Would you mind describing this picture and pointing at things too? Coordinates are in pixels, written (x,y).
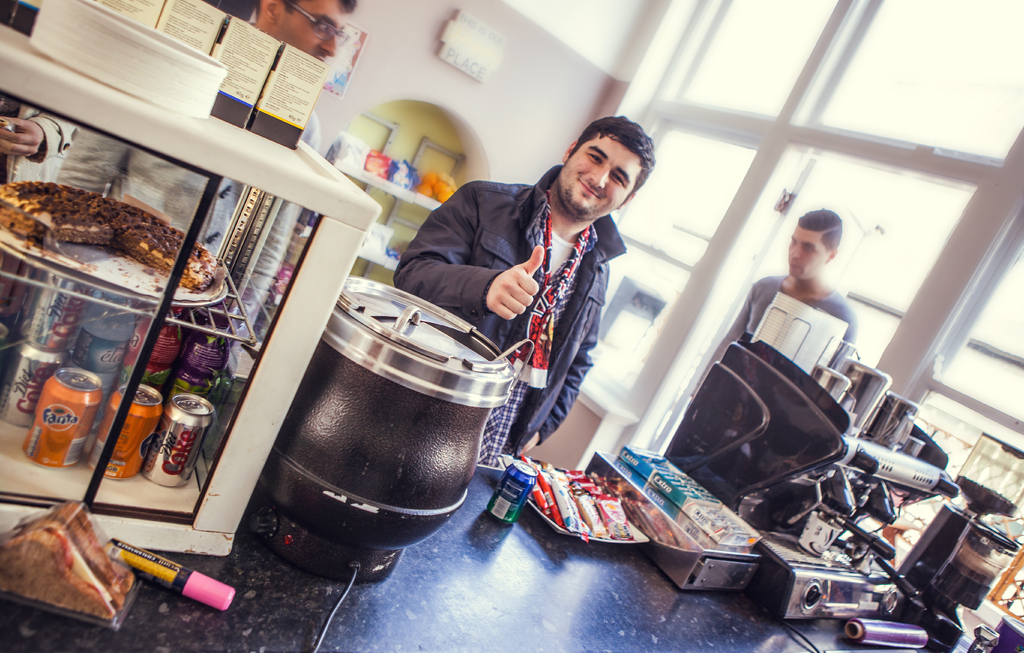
In this picture there is a table (372,618) at the bottom side of the image (577,552) and there are vending machines (728,476) on it and cool drinks (188,338), there are people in front of it and there are windows (815,162) on the right side of the image (867,74).
